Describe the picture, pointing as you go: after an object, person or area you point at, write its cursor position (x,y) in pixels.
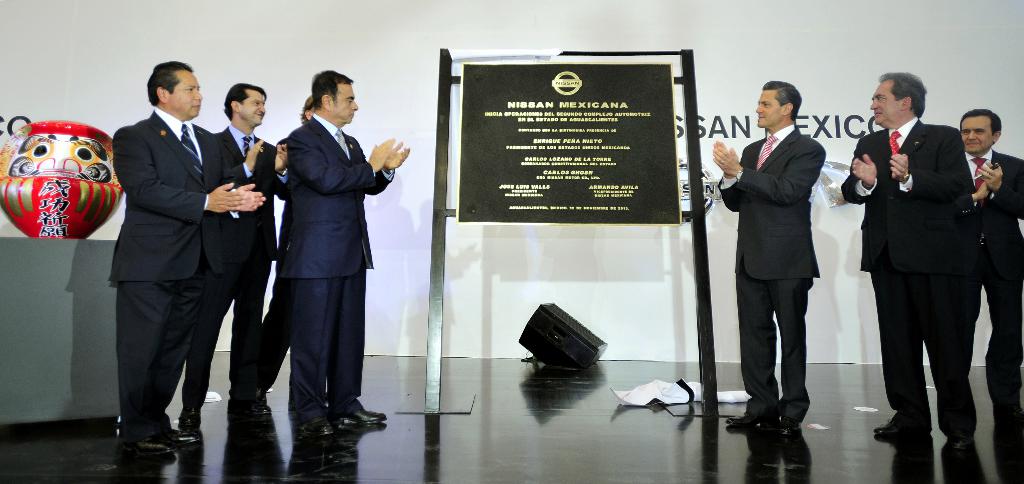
In this image on both sides there are many people (268,216). They all are clapping. In the middle (543,175) there is a board (496,121). In the background (786,56) there is a wall (744,52). Here there is a statue (76,206). This is a speaker (527,335). All the persons (176,240) are wearing suit (893,234).
